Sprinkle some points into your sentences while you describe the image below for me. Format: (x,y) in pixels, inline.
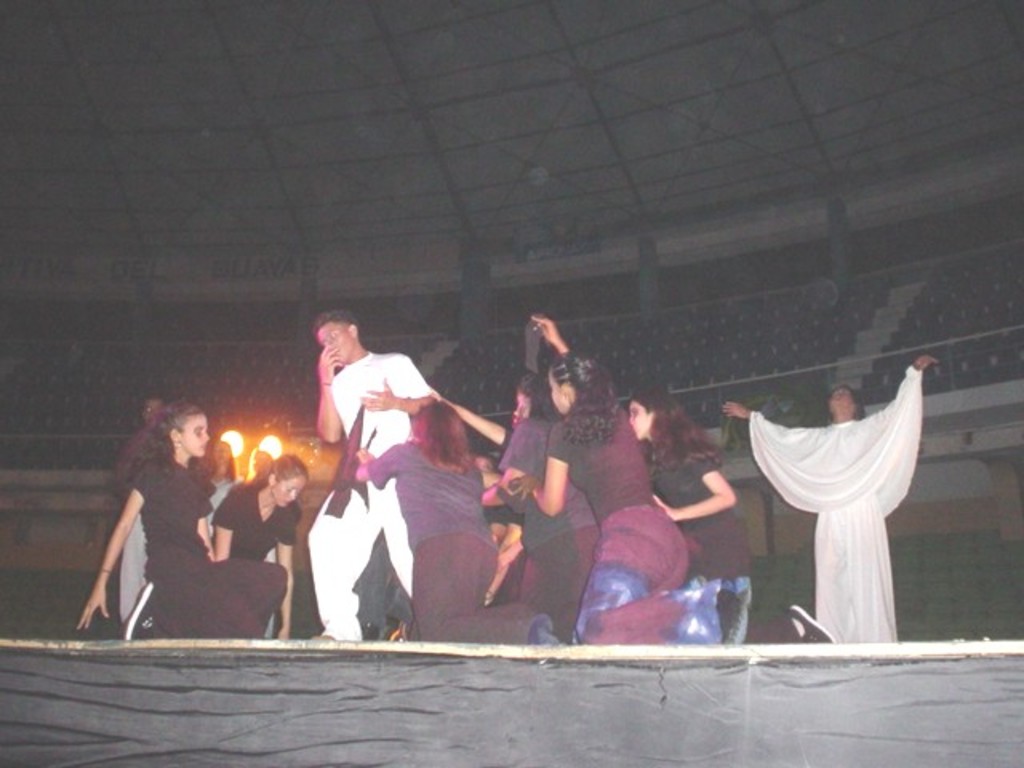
In this image we can see a group (429,529) performing on the dais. In the background (287,351) there are seats (112,360), grills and shed (450,168) in the background (361,168).
